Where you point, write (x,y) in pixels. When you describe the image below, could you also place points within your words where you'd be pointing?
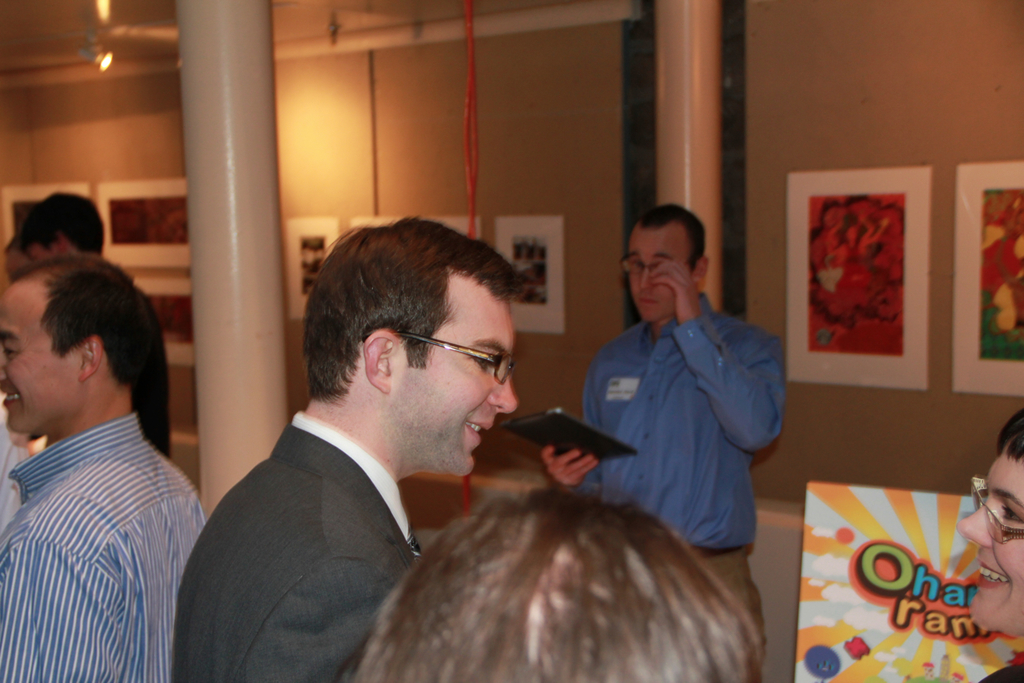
This picture shows few people (656,539) standing and talking to each other and we see photo frames (838,196) on the wall (281,227) and a man (627,422) holding a iPad (622,445) in his hand (573,478) and few of them (657,271) wore spectacles (631,264) and we see a hoarding (851,604) on the side and a light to the ceiling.
